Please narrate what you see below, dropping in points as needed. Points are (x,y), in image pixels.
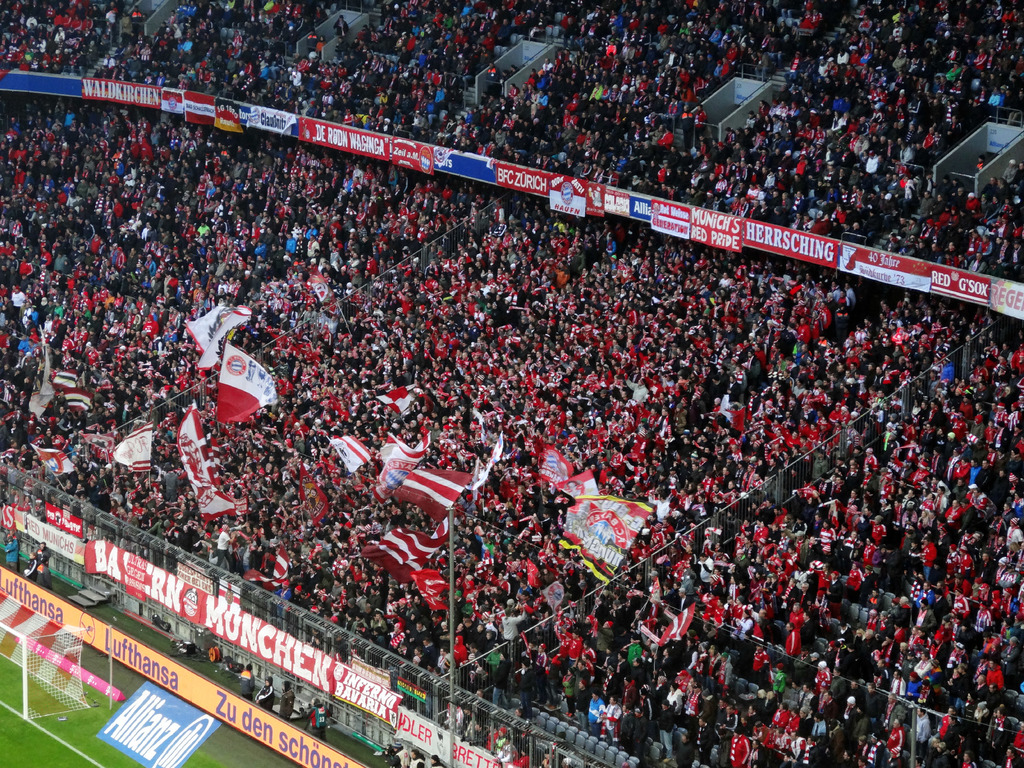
In this I can see number of people (545,581), number of boards (799,237) and few flags (457,487). On the bottom left side of this image (6,633) I can see a goal post (45,711) and I can also see somethings is written on these boards (242,726).
